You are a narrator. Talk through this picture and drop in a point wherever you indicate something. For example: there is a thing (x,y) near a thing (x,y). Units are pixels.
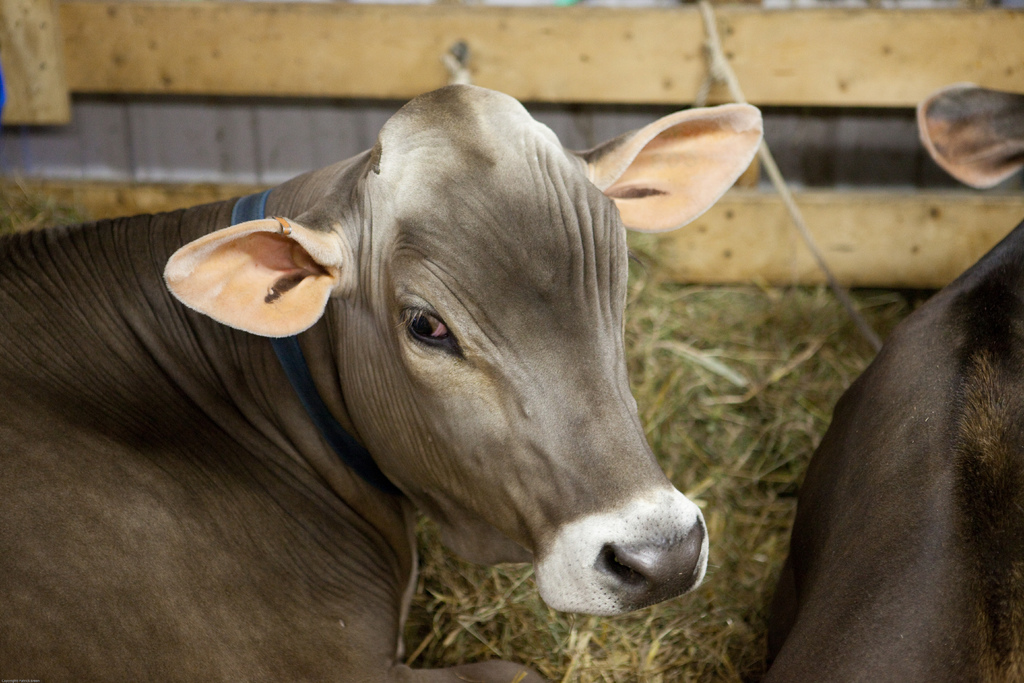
In this image there are cows (577,449) sitting on the ground (441,583). Behind them there's grass (721,481) on the ground (681,622). In the background (602,54) there is a wooden wall (534,66). There is a rope (725,60) to the wall (801,270).
